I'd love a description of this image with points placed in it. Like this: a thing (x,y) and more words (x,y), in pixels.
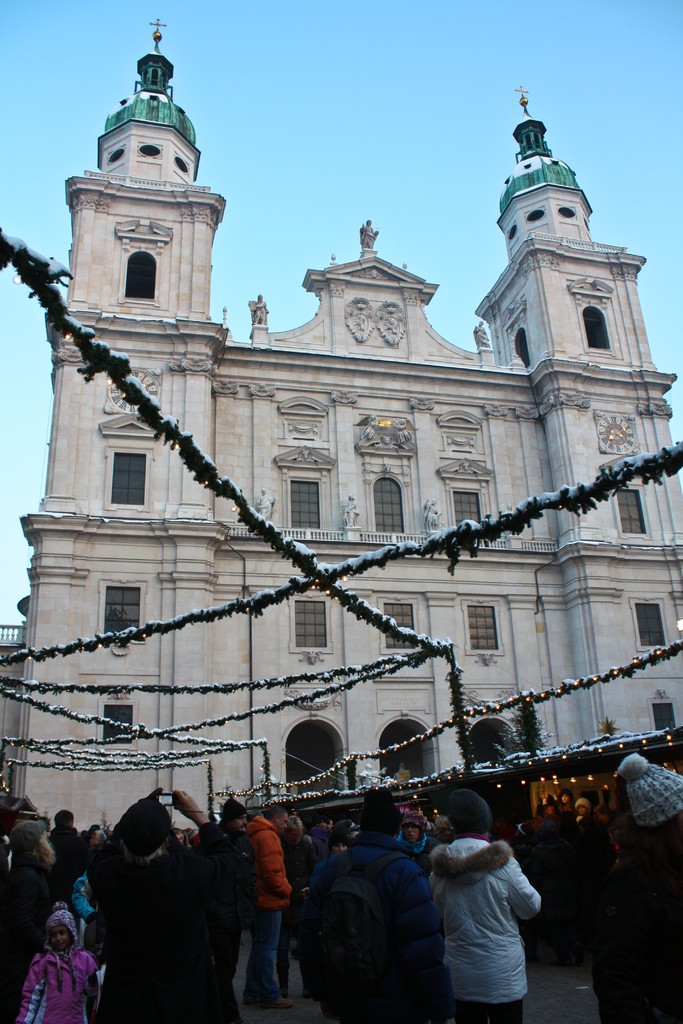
In this image there are people (449,874) standing on a road (565,1009), at the top (54,327) there are lights (359,568), in the background (138,614) there is a church (44,736) and the sky (384,64).
